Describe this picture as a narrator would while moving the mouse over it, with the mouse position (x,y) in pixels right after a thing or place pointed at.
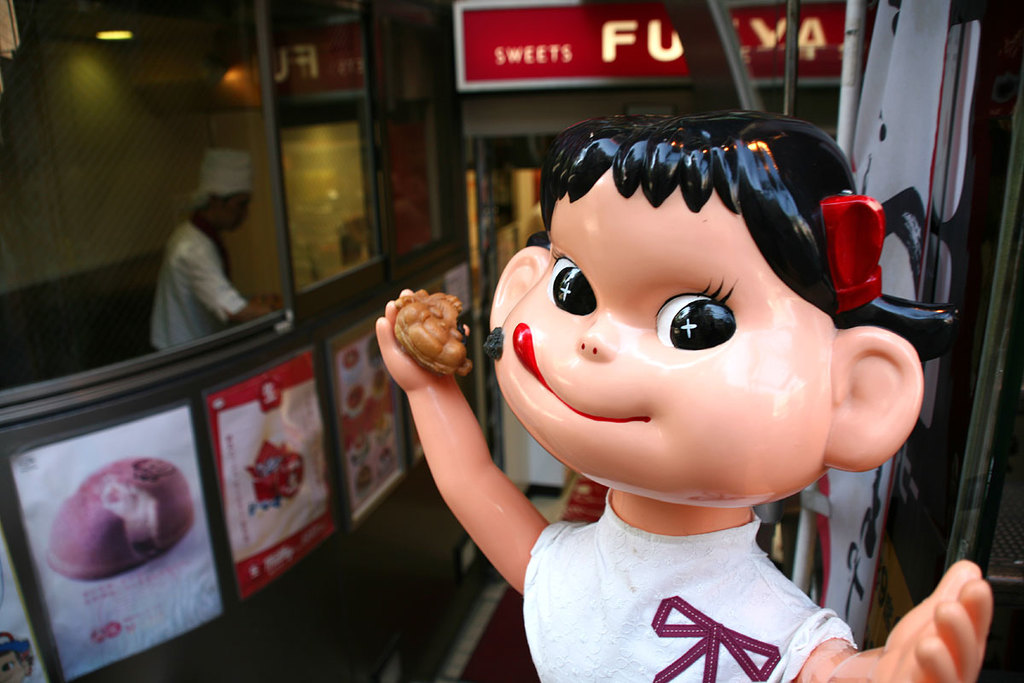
Here in this picture we can see a doll (731,320) present and beside that we can see a shop (435,236) present and we can see a person (227,268) in a chefs costume (238,187) preparing something and we can also see some banners (30,651) and hoarding (296,425) present and on the roof (76,12) we can see lights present over there.
